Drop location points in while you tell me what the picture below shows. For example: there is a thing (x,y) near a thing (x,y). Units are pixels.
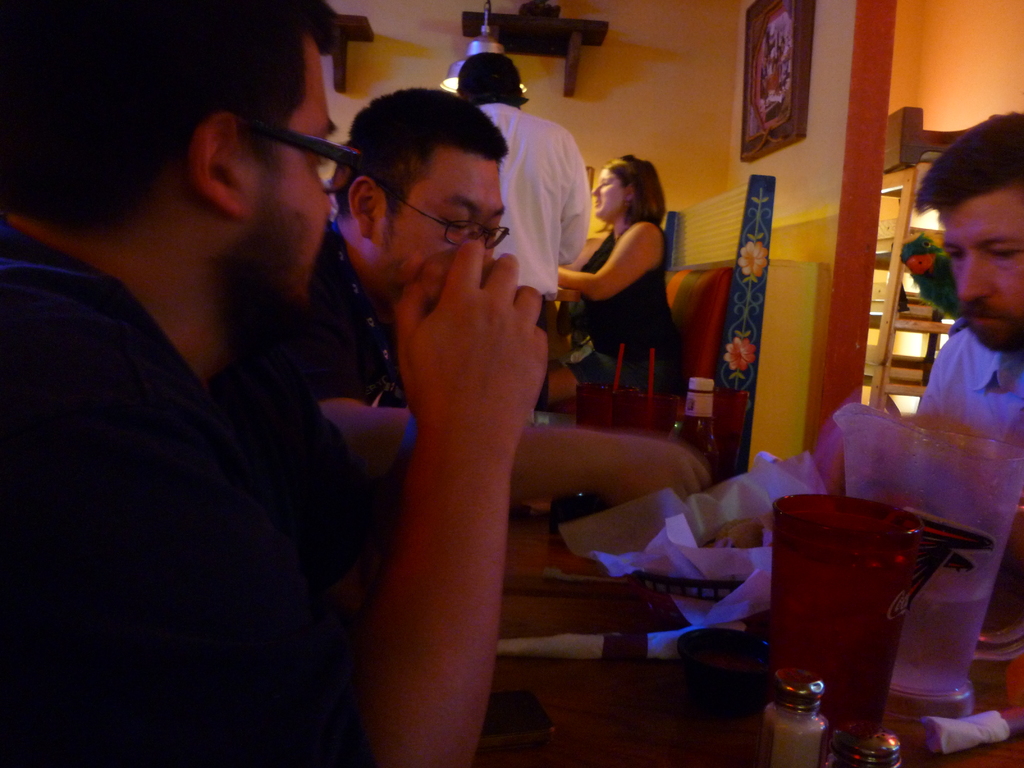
In this image there are few people (434,353) sitting around on the table (608,699). On the table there are jars (790,741), papers (602,555), bottles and some food stuff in it. There is a man (141,479) on the left side (189,582) who is eating the food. In the background (551,266) there are few other people (588,244) sitting around the table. At the top (490,14) there is light (491,41). There is a photo frame (756,106) attached to the wall (819,97). In the background (915,302) there is a wooden stand (897,275).
